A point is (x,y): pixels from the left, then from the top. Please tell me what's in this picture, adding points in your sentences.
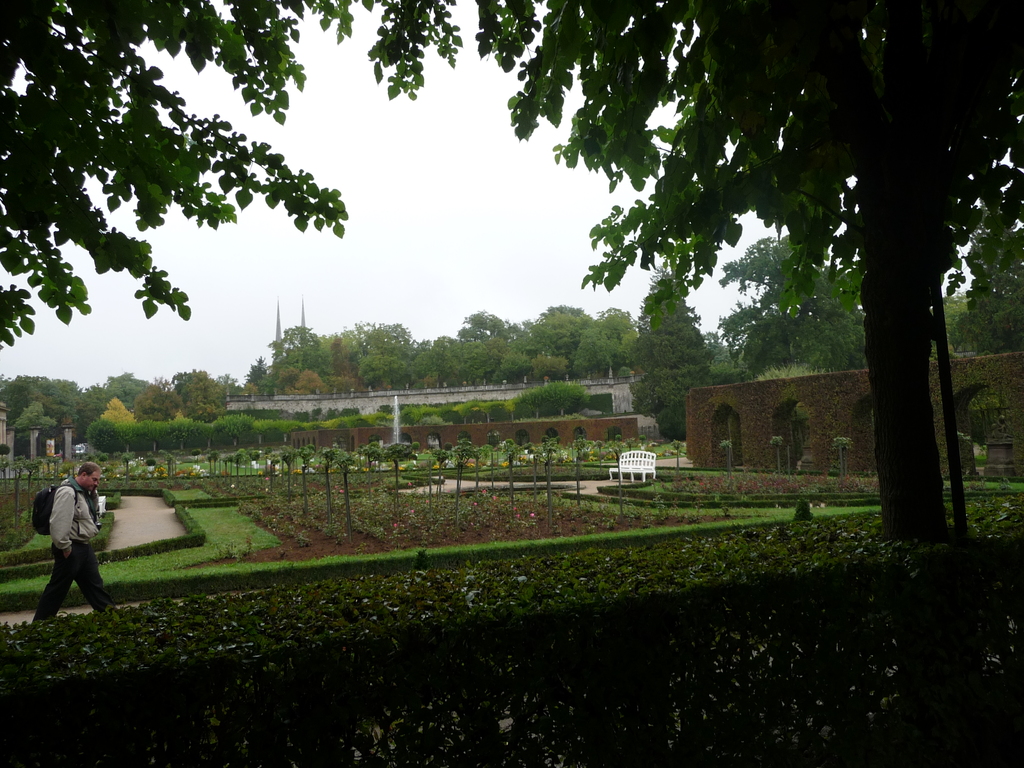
In this image we can see a person (79,519) wearing clothes (75,507) and carrying a bag (36,521) on his back (63,489). These are the trees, plants (512,600), a fort (749,413) and white sky (351,184).
